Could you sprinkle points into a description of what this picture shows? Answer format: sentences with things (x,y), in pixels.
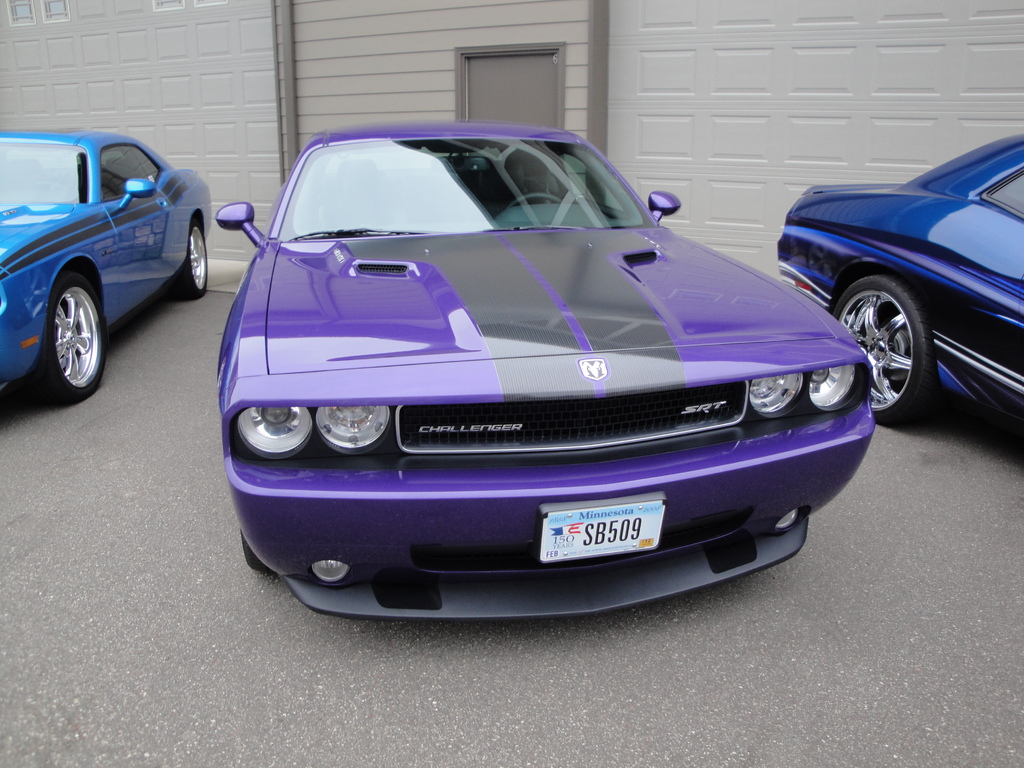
In this image there are cars (419,150), there are windows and a door (483,96) of the building (242,43).
